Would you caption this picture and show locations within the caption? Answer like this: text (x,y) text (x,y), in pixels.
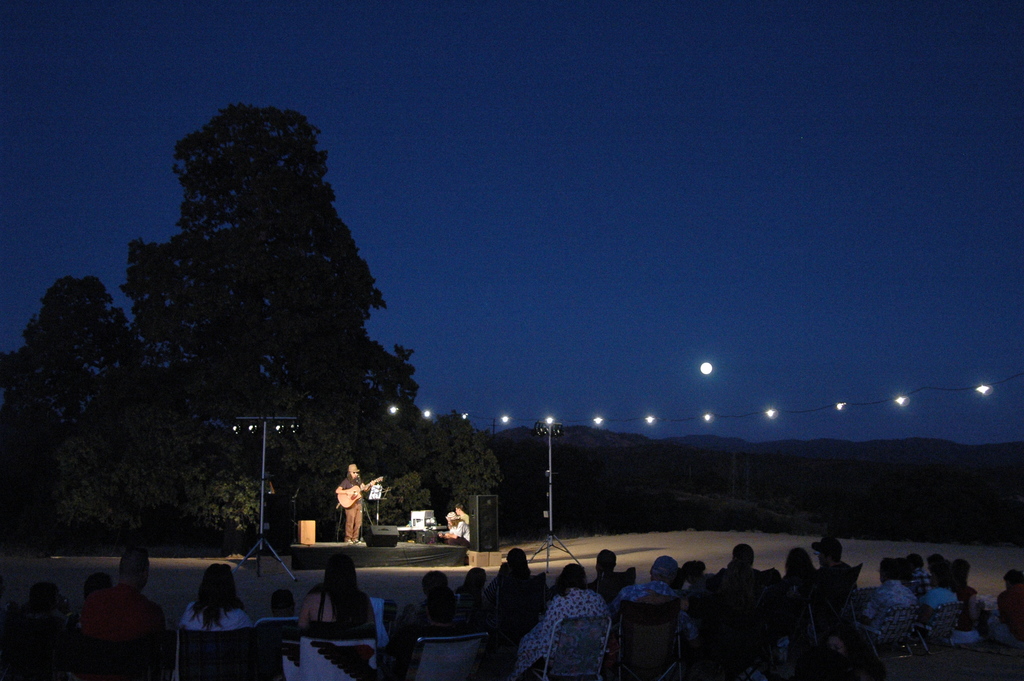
In this image in front (582,598) there are people (524,644) sitting on the chairs (344,643). In front of them there is a person (361,509) playing musical instruments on the stage (429,561). Beside him there is another person (449,530) sitting on the stage (448,543). There is a speaker (493,541) and a few other musical instruments (417,526). In the background of the image (418,464) there are trees (364,460), mountains (913,457), lights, moon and sky (630,284).
